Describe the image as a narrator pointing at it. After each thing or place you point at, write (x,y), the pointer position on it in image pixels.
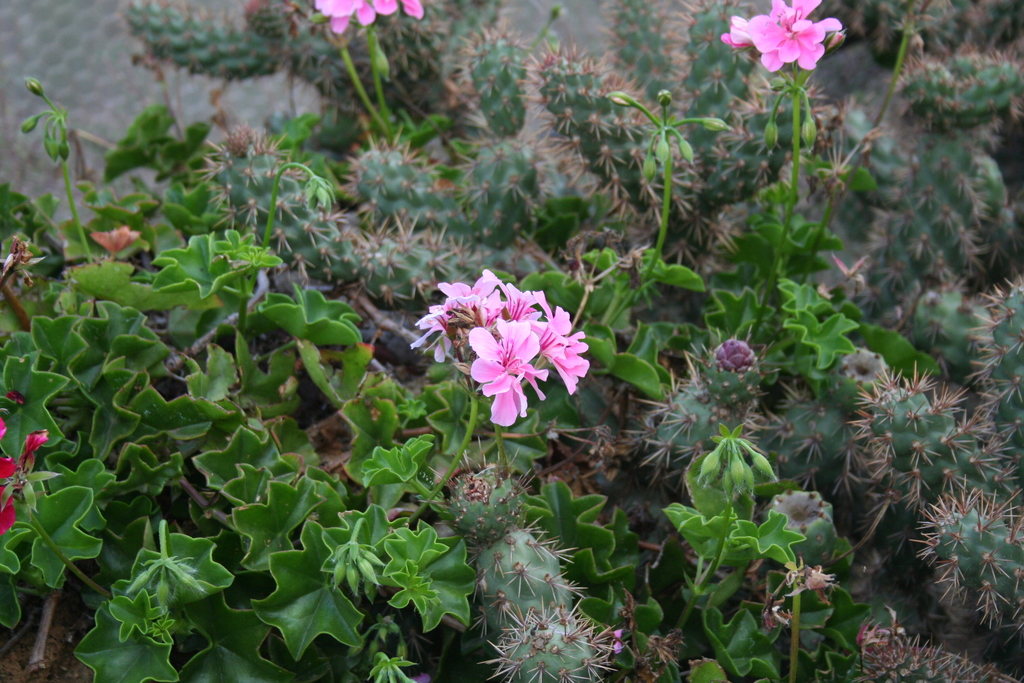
In this picture we can see plants (377,289) with flowers (496,391).
